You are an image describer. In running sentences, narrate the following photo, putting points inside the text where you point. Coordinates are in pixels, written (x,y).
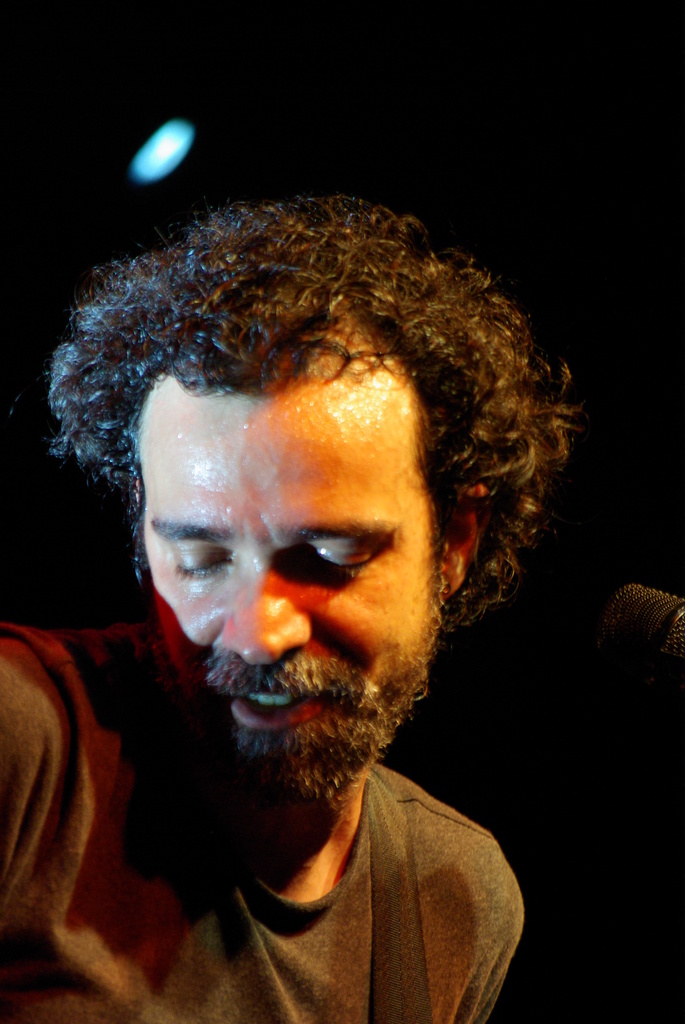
In the picture I can see a man (296,729) and some other thing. The background of the image (606,695) is dark.
